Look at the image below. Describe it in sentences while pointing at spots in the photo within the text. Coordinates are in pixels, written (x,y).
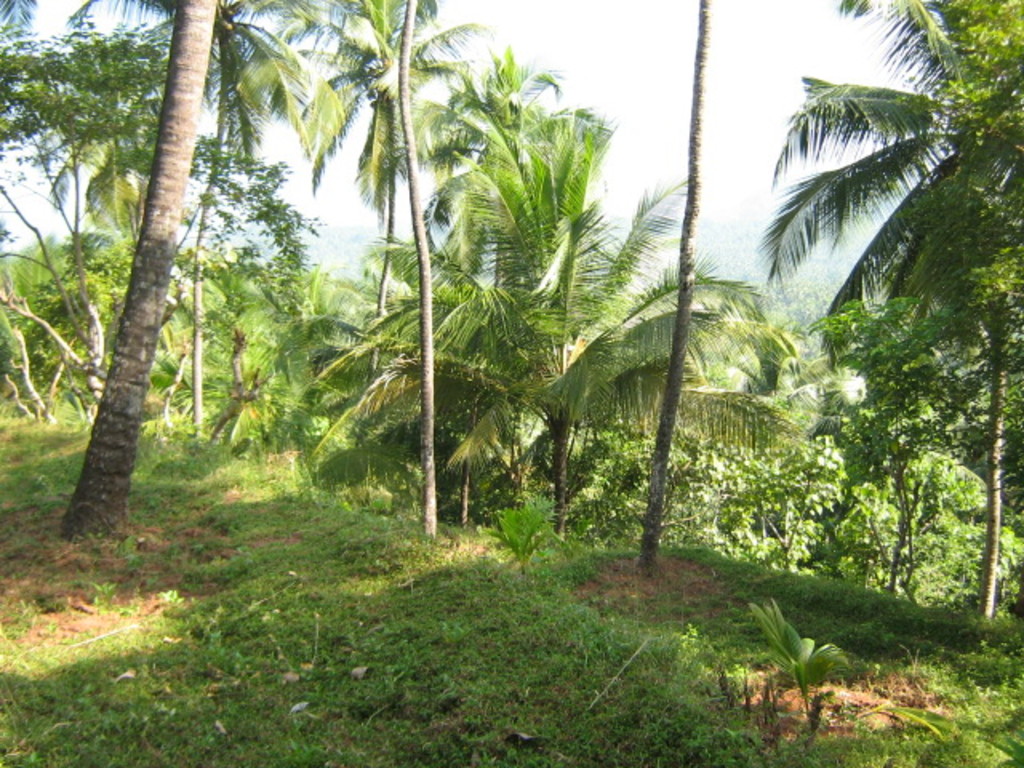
In the center of the image (585,322) there are trees (466,267). At the bottom of the image (312,744) there is grass (374,705) and plants (748,671). At the top of the image (673,39) there is sky (671,42).
